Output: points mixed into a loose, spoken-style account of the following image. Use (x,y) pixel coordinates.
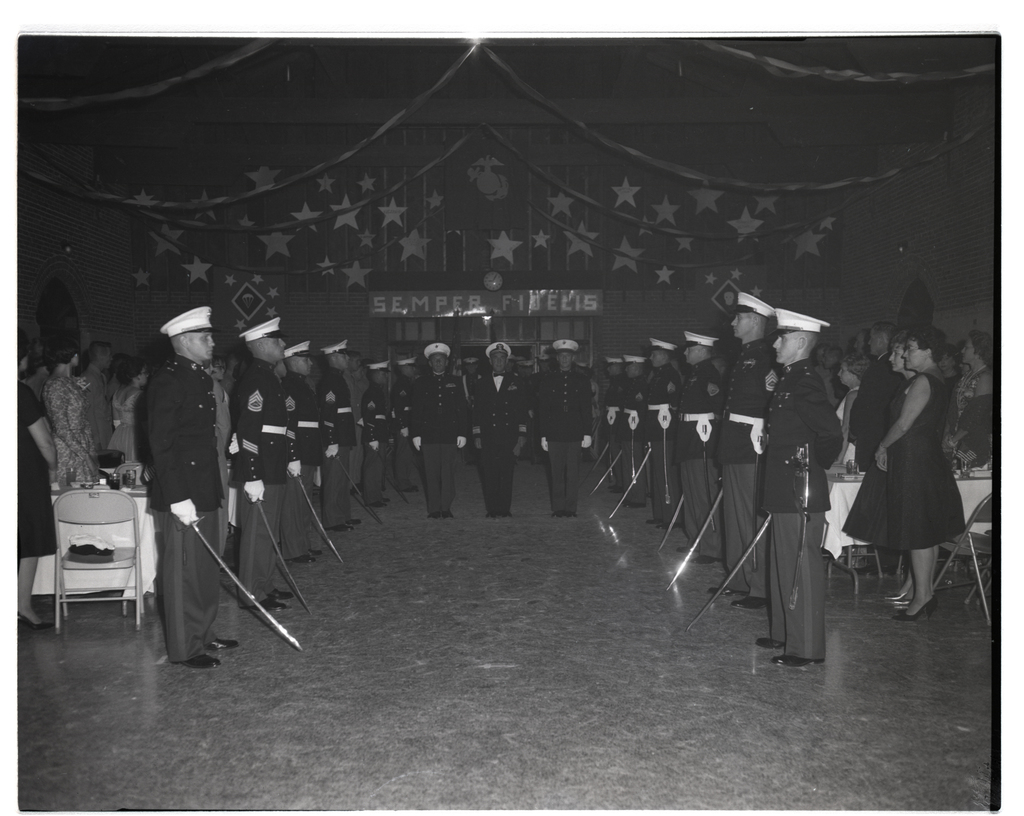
In this image we can see people (437,409) standing and holding swords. They are all wearing uniforms (527,382). We can see tables (958,477) and chairs (130,520). In the background (110,356) there is crowd (966,391) standing. We can see a wall (450,248). At the top (121,97) there are decors (223,229). There is a board (467,305).
